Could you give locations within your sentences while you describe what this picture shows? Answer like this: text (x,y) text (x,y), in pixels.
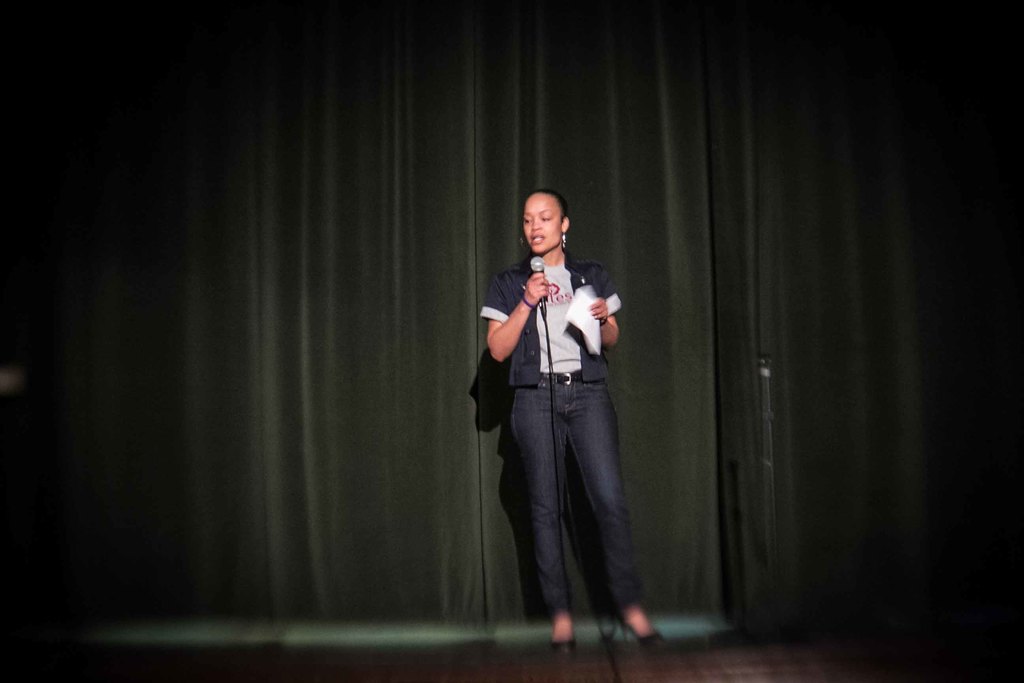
In this picture we can see a woman (558,600) on the ground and she is holding a mic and a paper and in the background (527,528) we can see a curtain (607,585).
